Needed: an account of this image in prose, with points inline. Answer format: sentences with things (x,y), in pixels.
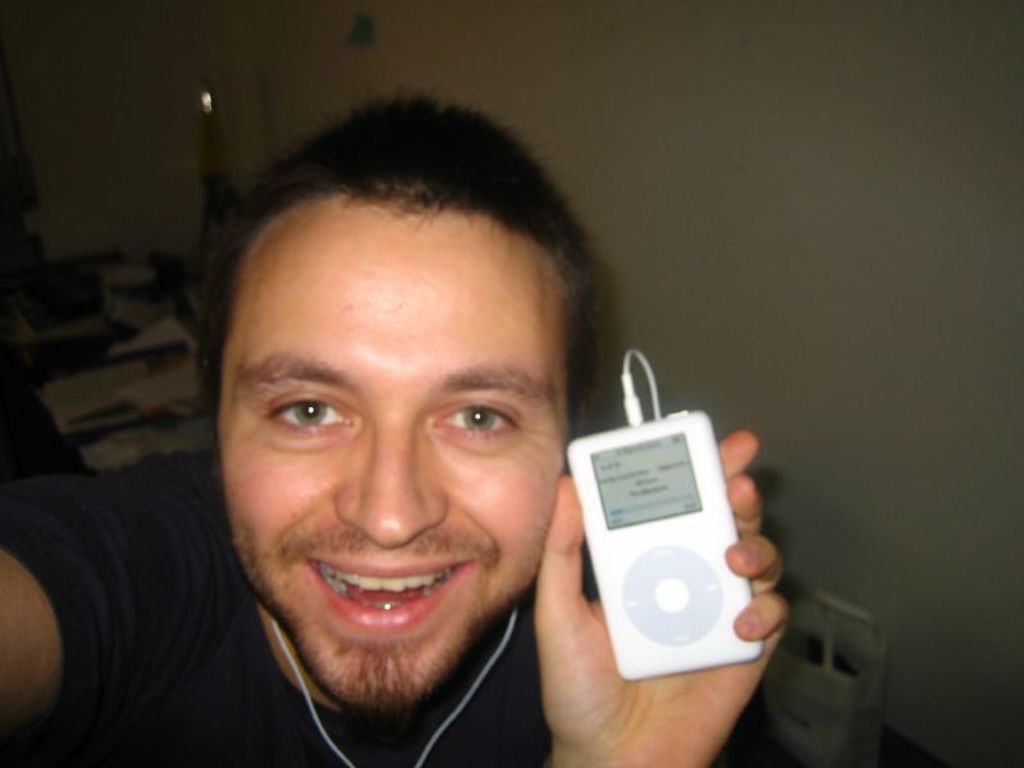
This image consists of a man (512,520), who is holding iPod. It is in white color. He is using earphones (461,710).
